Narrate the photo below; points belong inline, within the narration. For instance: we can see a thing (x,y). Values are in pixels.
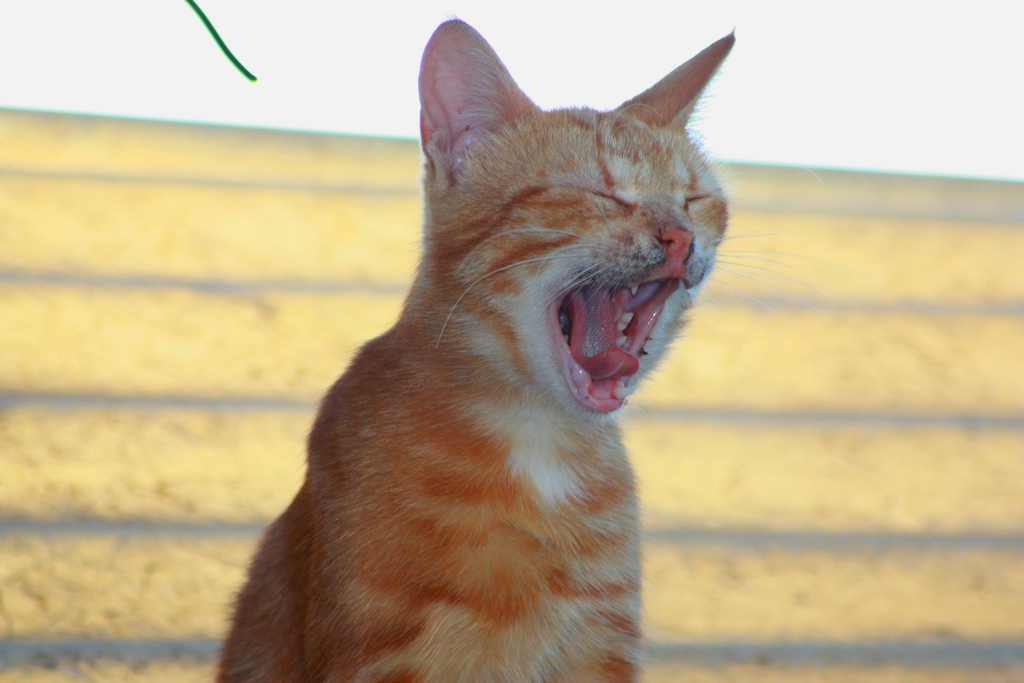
In this image, I can see a cat (586,486) opening its mouth (562,320). The background (369,278) looks light yellow and white in color.
